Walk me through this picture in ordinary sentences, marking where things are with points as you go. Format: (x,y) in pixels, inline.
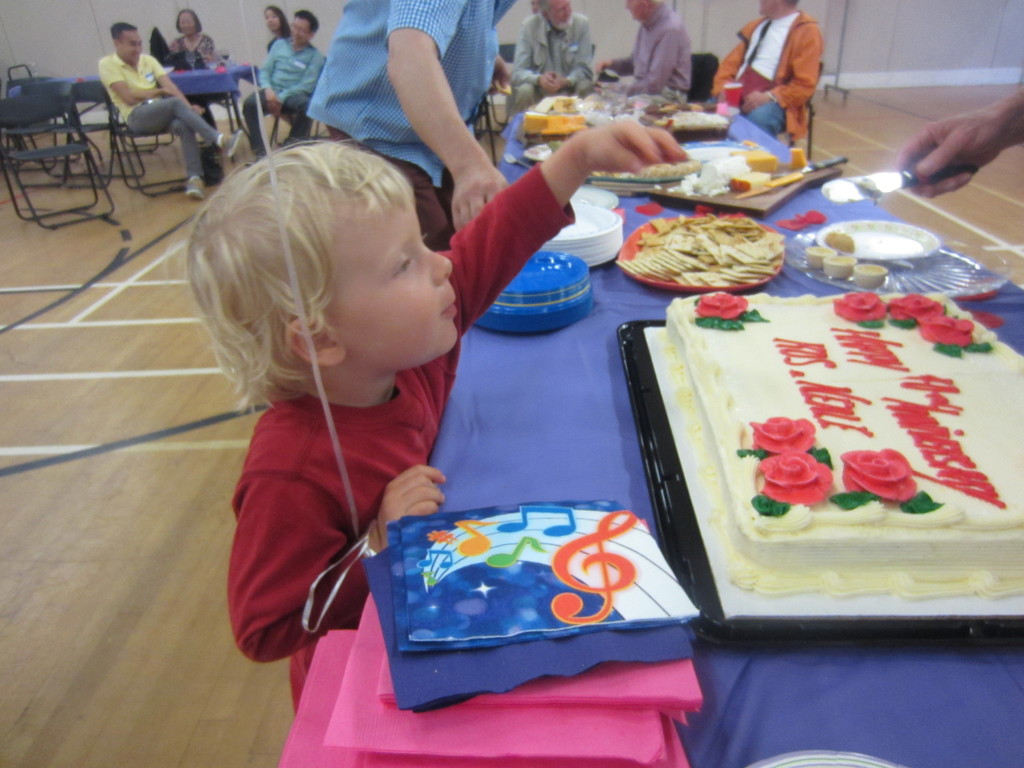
This picture shows few people (284,55) seated on the chairs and a boy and a man (422,196) standing and we see a cake (676,350) and food (645,243) on the table (492,439).
